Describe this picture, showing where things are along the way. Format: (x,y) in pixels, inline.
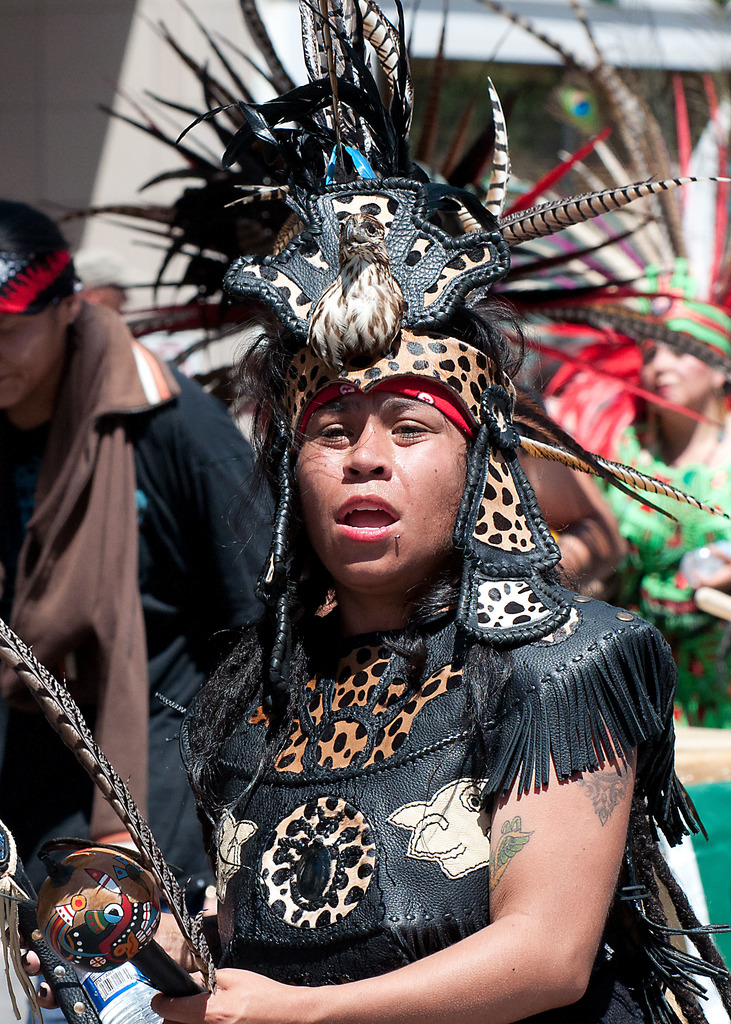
In this image we can see three persons (173,556), among them two persons (483,592) are in costume (499,500) and holding the objects (188,913) and in the background (518,125) it looks like a building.
